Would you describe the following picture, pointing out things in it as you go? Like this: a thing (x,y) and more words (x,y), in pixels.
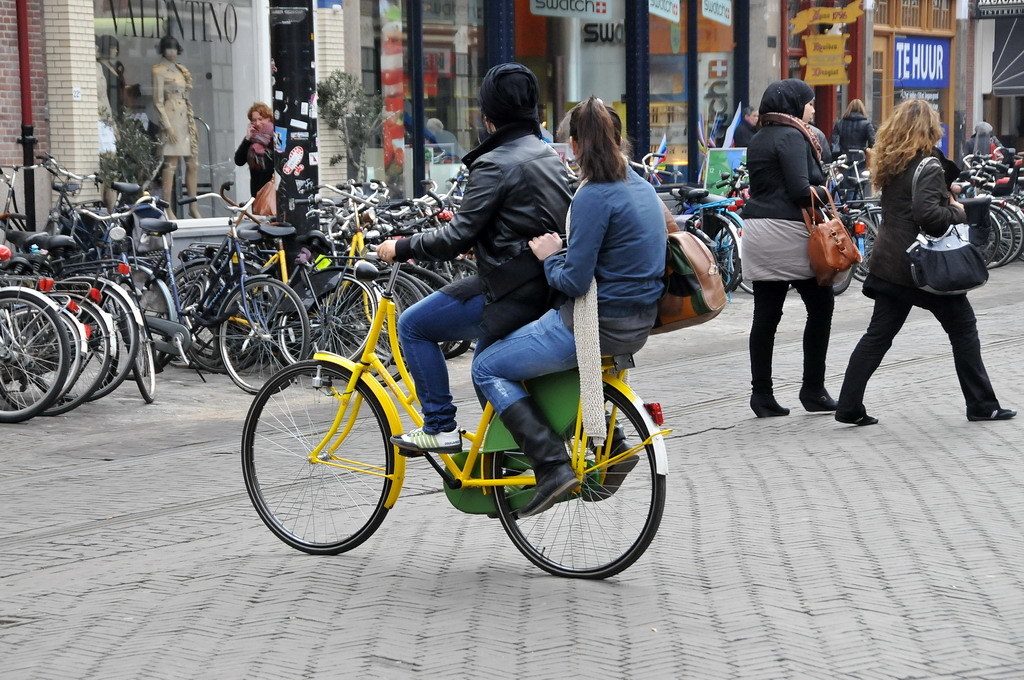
In the image we can see there are people (500,278) who are sitting on bicycle (245,446) and few people (950,212) are standing on the road (799,358) and on the other side there are bicycles (62,290) which are parked on road (978,428) and behind it there are buildings (889,32).
